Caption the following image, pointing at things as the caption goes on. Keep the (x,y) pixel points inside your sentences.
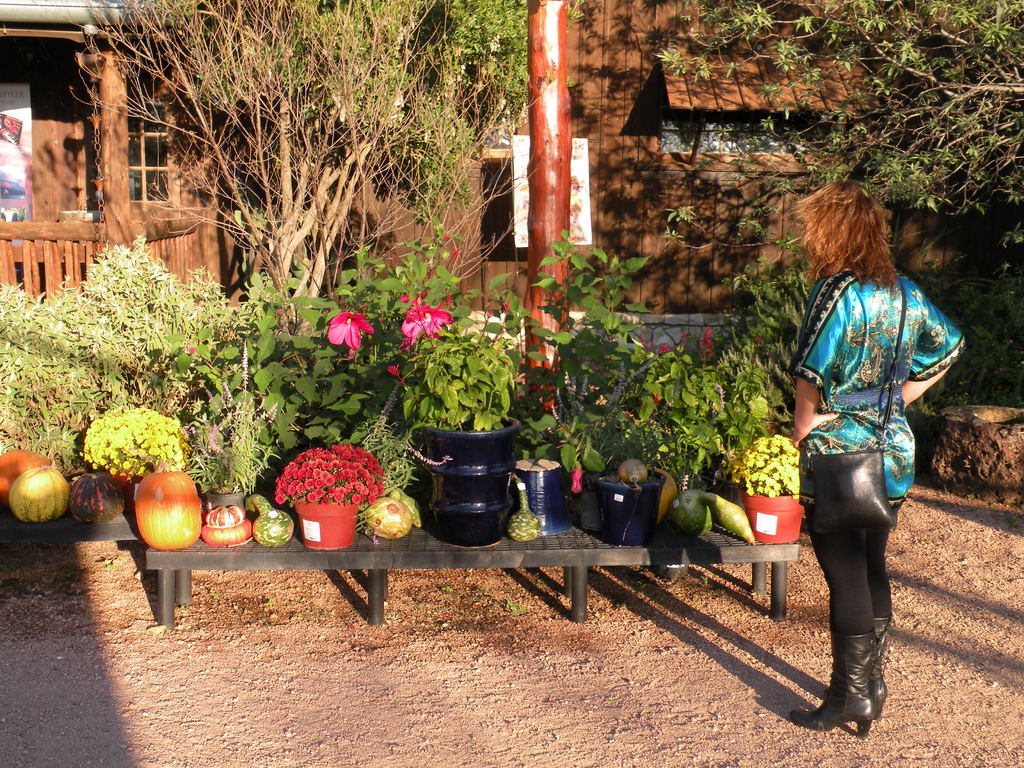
In this picture there is a woman (841,187) who is wearing shirt (895,321) and shoe (852,657). She is standing near to the table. On the table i can see some fruits (24,469) and plants (277,418). In the background (948,147) i can see the wooden building (39,239) and trees (871,143).
